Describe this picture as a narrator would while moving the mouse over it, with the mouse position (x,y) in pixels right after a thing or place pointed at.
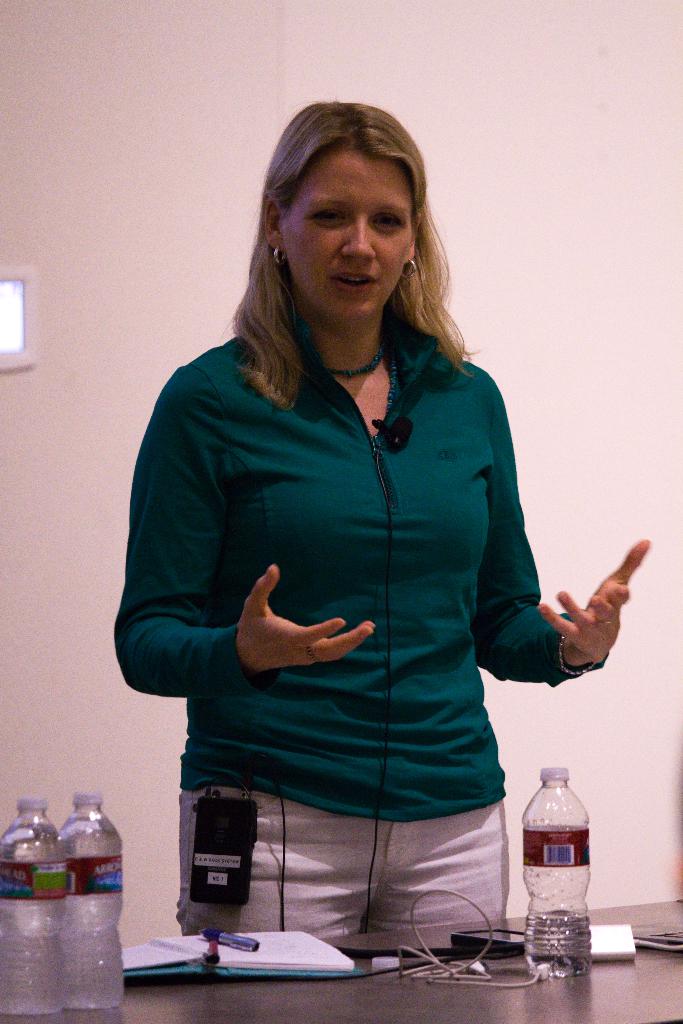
in the center (412,602) we can see one woman (438,767) standing. In front (275,993) there is a table (444,983), on table (400,983) we can see book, water bottles (55,962), connector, phone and papers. In the background (510,375) there is a wall (646,18).
